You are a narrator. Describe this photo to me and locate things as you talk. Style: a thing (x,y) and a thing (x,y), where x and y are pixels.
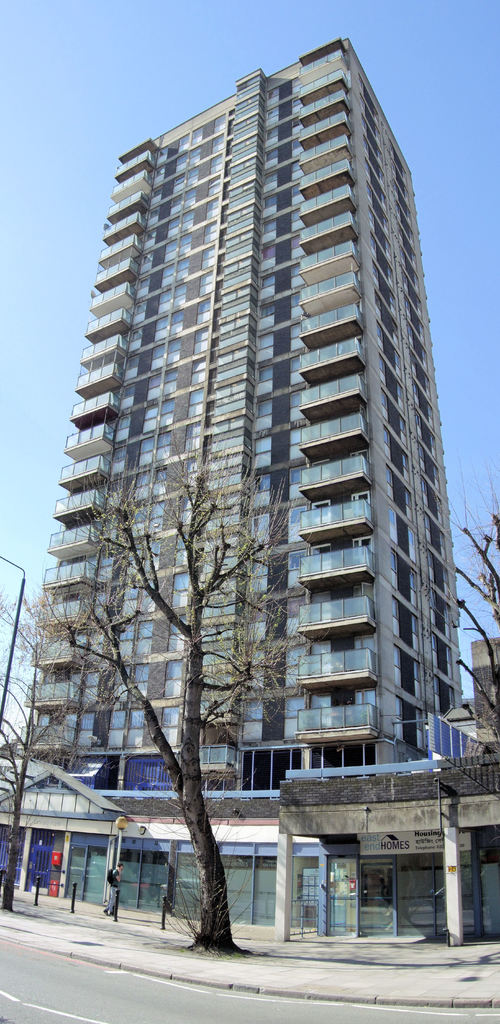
In this image in the center (330,462) there is a building (211,406), and in the foreground (407,870) there are some trees (215,868), glass doors (343,866), some boards (373,846) and poles (71,896). At the bottom (36,982) there is road (42,979), and at the top (95,55) there is sky (99,126).
